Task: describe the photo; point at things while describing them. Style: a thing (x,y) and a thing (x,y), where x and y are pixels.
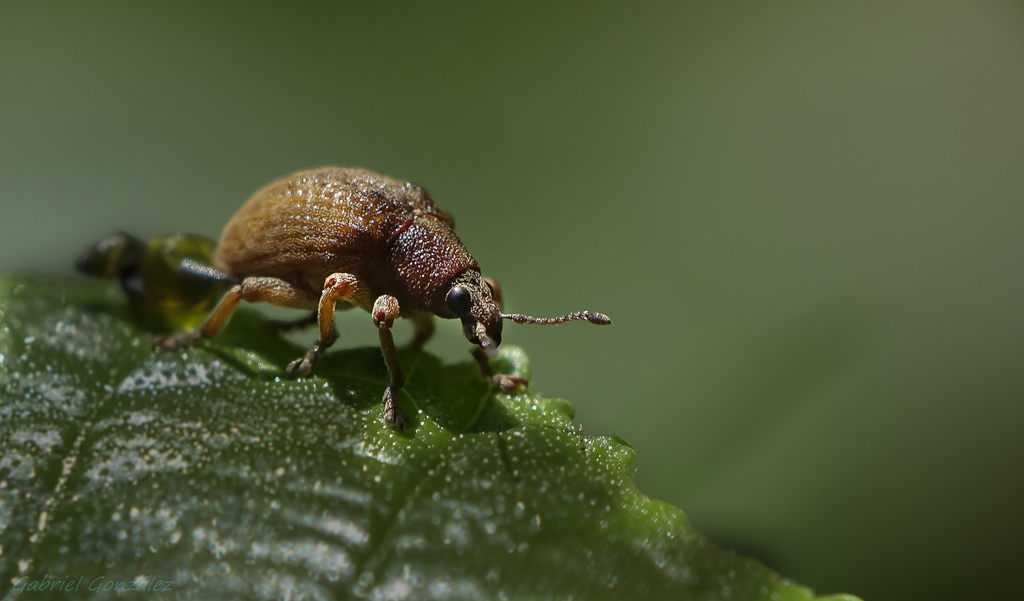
This picture shows a Insect (387,342) on the leaf (236,409).
